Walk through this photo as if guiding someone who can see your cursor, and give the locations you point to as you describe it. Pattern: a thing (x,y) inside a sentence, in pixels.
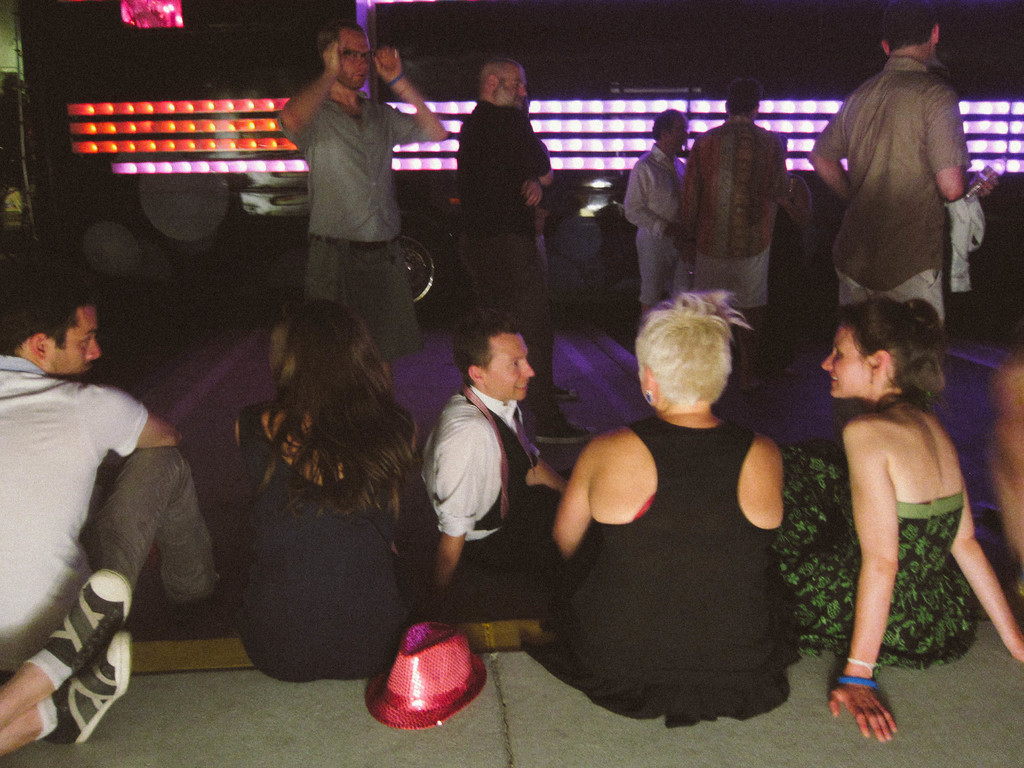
In the center of the image (344,288) we can see people (854,140) standing. At the bottom (893,558) some of them are sitting and we can see a hat (460,697). In the background (584,105) there are lights (178,150).
